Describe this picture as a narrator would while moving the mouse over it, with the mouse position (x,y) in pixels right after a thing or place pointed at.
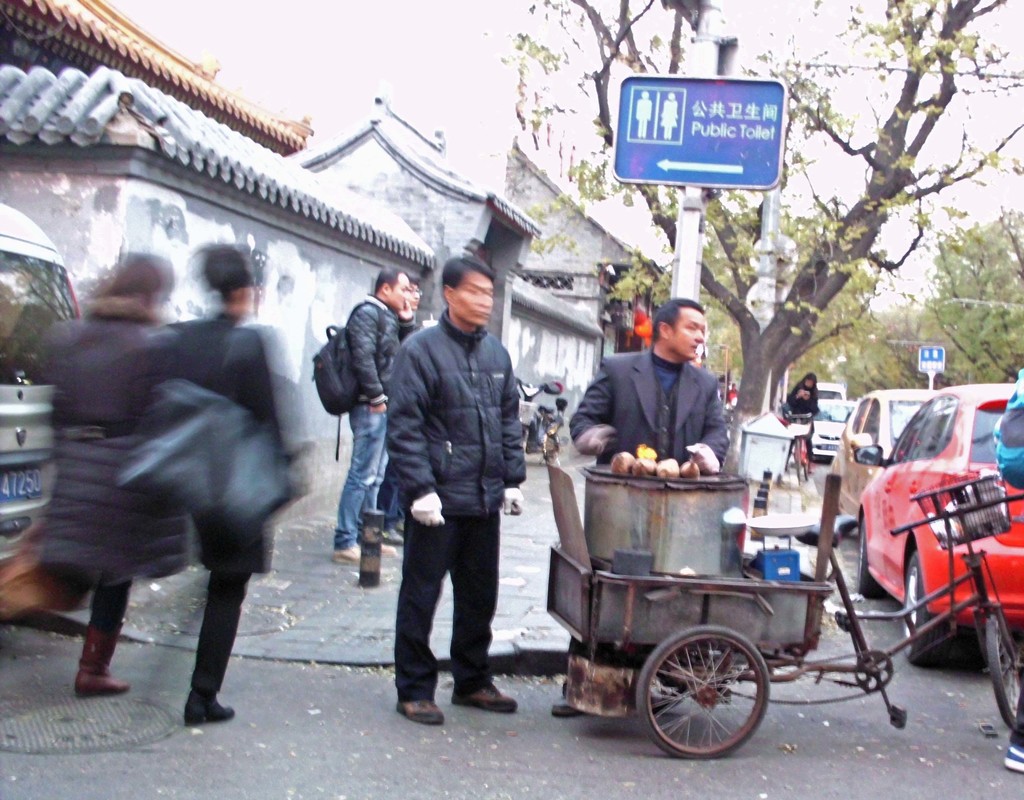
In the middle (680,352) a man (661,356) is standing near a vehicle (747,599) behind him, there is a sign board (716,132) and in the left side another man (439,371) is also standing on the foot path (576,466). In the right side (931,446) few vehicles (977,449) are parked on this road (746,743).
